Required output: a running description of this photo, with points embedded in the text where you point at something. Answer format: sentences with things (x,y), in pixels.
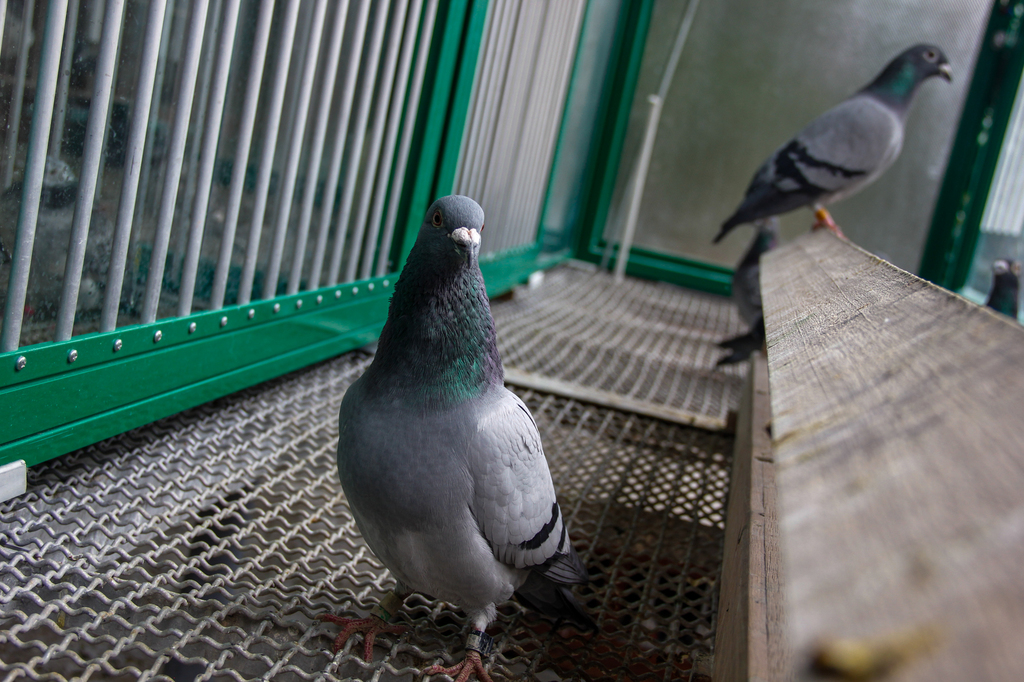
On the left side (114,200) there is a railing (224,252) with green color borders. Near to that there is a mesh (205,635). On that there is a pigeon (412,391). On the right side (790,307) there is a wooden log (801,326). On that there are pigeons (776,206). In the back (743,100) there's a wall (743,43).
